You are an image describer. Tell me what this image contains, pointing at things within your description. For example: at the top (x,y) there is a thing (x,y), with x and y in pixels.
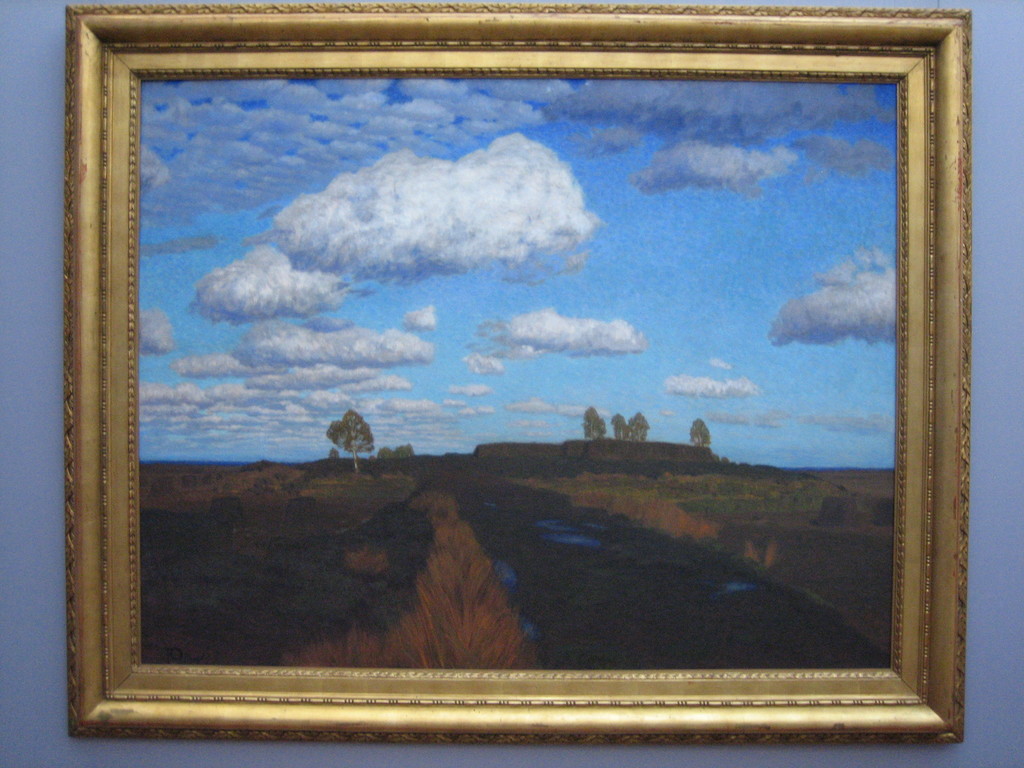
In this picture we can see a photo frame (904,726) on the wall (967,733), here we can see trees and sky (824,399) with clouds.
